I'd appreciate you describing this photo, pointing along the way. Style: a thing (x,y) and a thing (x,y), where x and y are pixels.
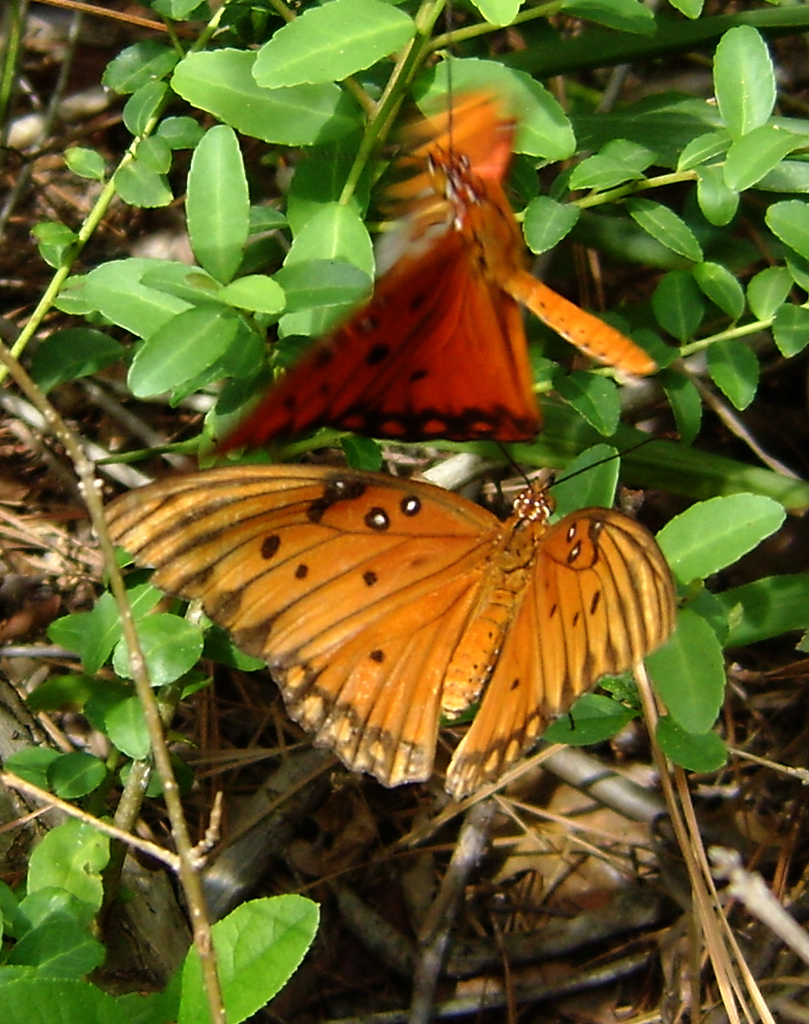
In this image there are butterflies (403,427) and there are plants (712,265).
